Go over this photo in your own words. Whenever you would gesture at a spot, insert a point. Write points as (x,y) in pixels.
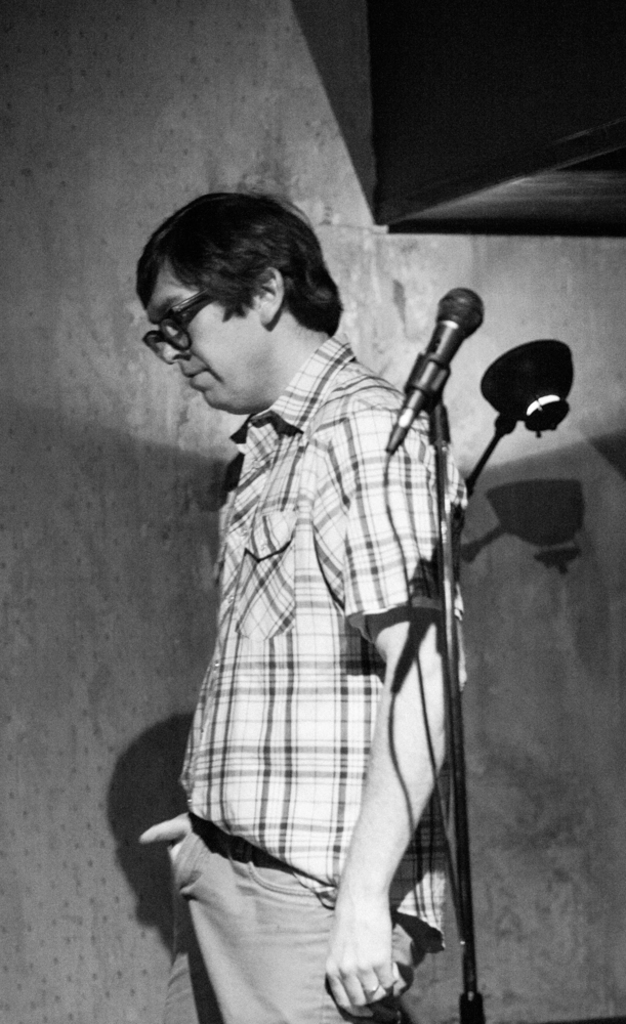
In the center of the image (373,677) we can see a man (323,497), mic stand (479,317) are present. In the background of the image (210,541) a wall (195,536) is there. At the top right corner (572,125) cupboard (575,96) is present.
